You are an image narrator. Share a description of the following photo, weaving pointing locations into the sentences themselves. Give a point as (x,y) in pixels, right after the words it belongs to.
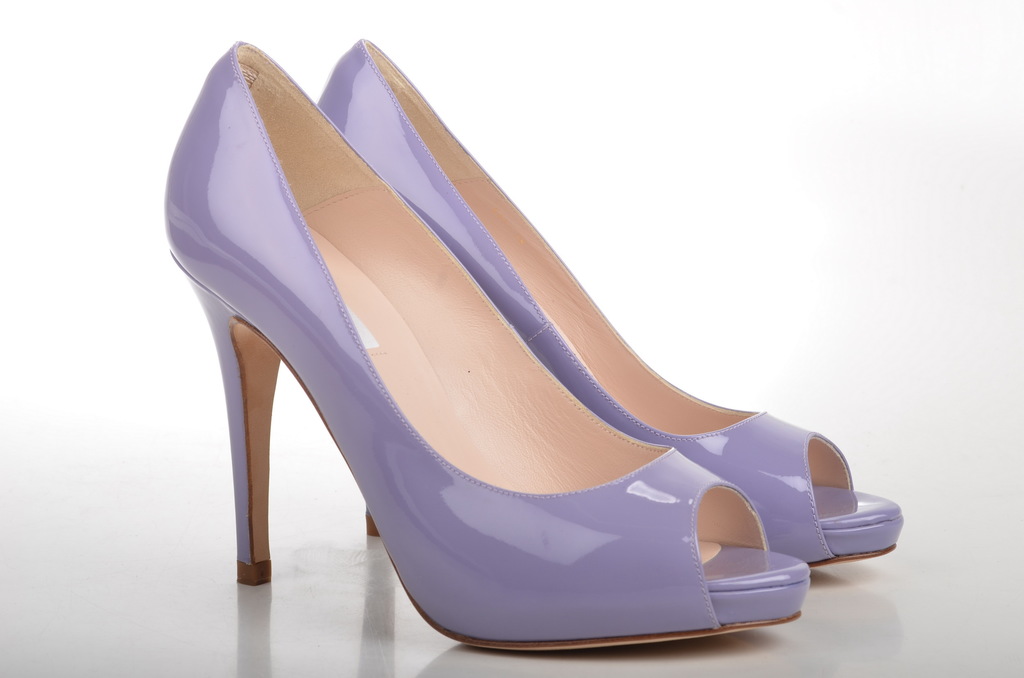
In the picture we can see a pair of high heels (505,620) which are purple in color placed on the floor (944,641).
